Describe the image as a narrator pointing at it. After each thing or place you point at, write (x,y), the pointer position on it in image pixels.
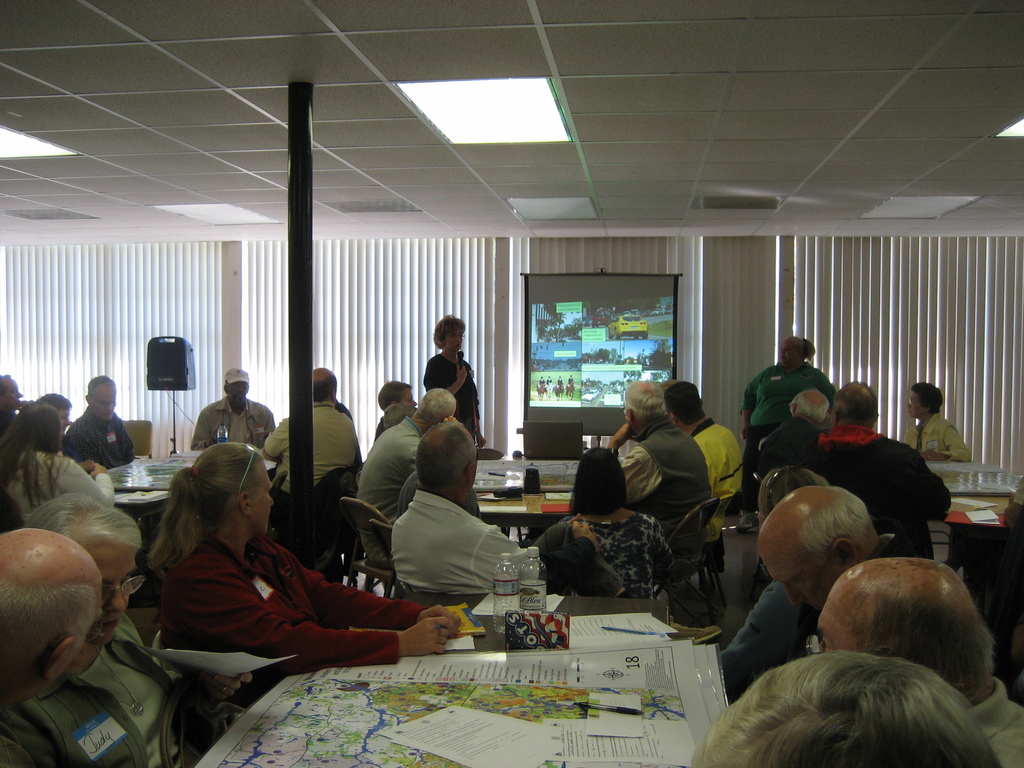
Here we can see a group of people (216,450) sitting in a conference hall (420,299) and in the center (474,431) there is a woman (473,399) standing speaking in the microphone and besides her we can see a projector screen (532,386) she is probably explaining something and at the left side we can see speaker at the top (551,134) we can see light (487,111).
